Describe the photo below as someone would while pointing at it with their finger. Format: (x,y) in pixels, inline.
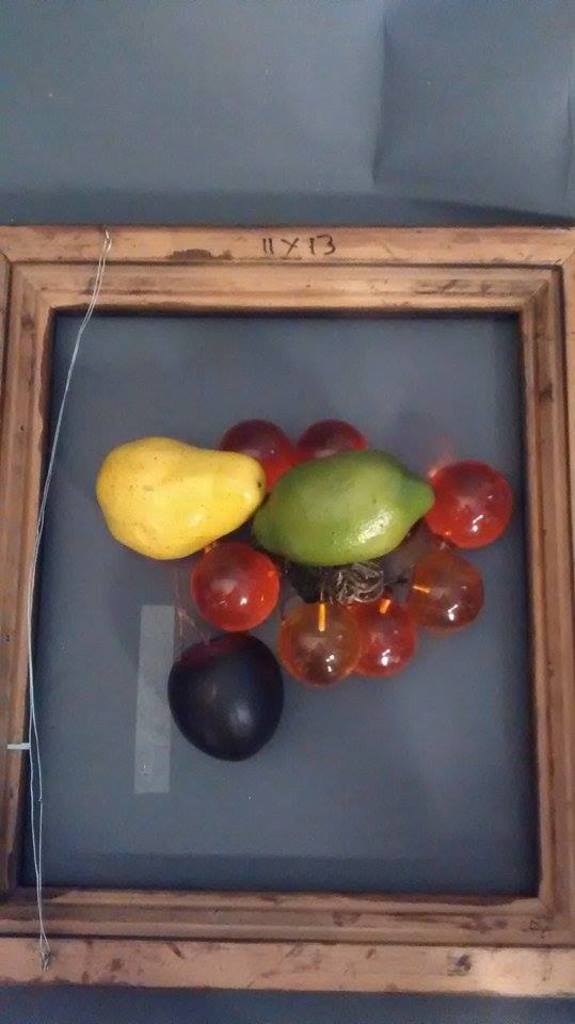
In this image there is a wooden frame (215,242) in which there are fruits (426,574) like pears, Jamun (267,702) and some berries (385,649).
